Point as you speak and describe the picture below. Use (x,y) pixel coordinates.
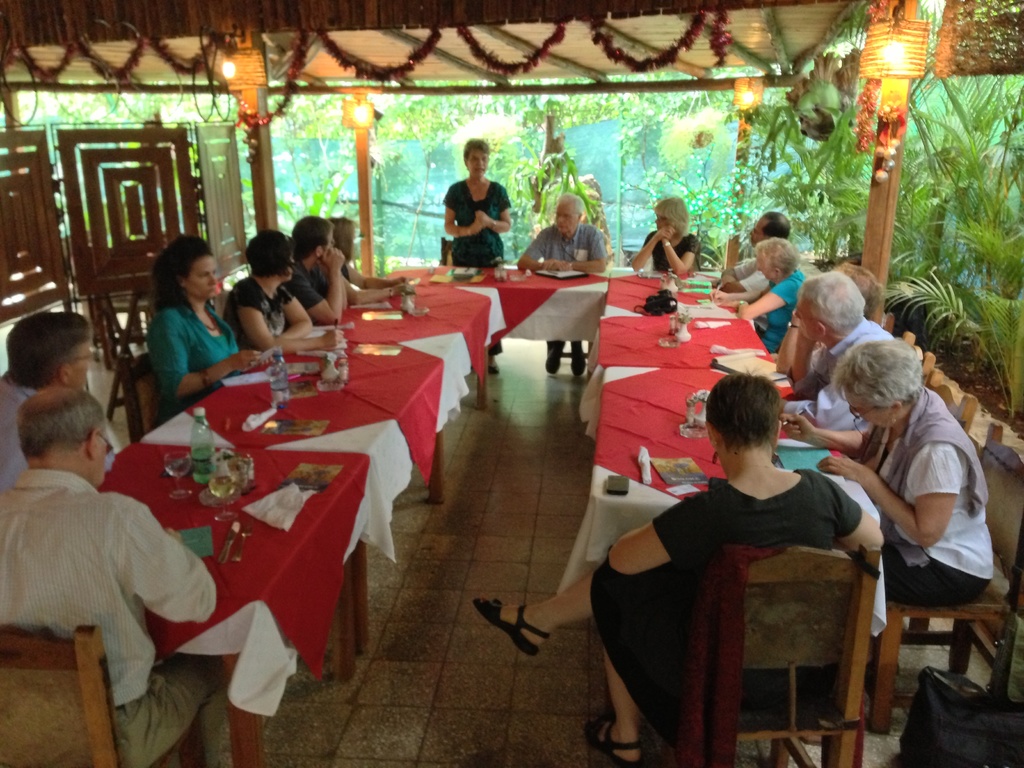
There are group of people (729,274) sitting in chairs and there is a table (250,390) in front of them which has some objects (662,341) on it and the women (481,215) wearing green dress (489,194) is standing in front of them.
